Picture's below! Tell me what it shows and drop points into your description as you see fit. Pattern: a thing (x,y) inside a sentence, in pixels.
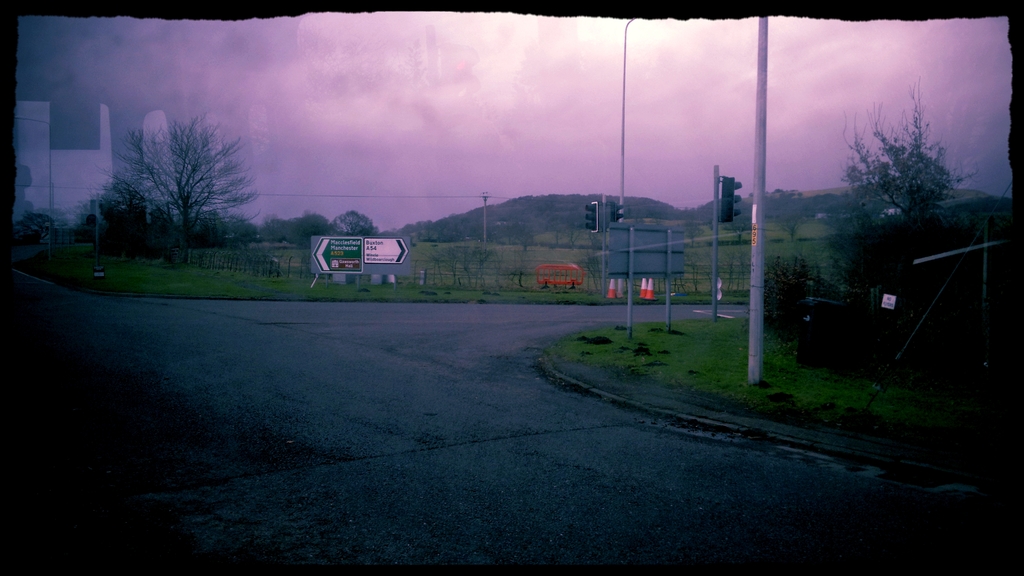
This picture might be a photo frame. In this image, on the right side (774,246), we can see a pole (762,92), trees (874,246), plants (874,246). On the right side (716,208), we can also see a traffic signal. In the middle of the image (344,251), we can see a hoarding (365,257). In the hoarding (367,249), we can see some pictures (357,248) and some text (338,247) written on it. On the left side (132,224), we can see some trees (182,229), plants (151,226), building (85,180). In the background (468,262), we can also see a traffic signal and hoarding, barrier (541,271), trees (633,219), plants (500,233), hill (522,214). At the top (428,185), we can see a sky (498,174) which is cloudy, at the bottom (628,391), we can see a grass (723,384) and a land (554,369).
